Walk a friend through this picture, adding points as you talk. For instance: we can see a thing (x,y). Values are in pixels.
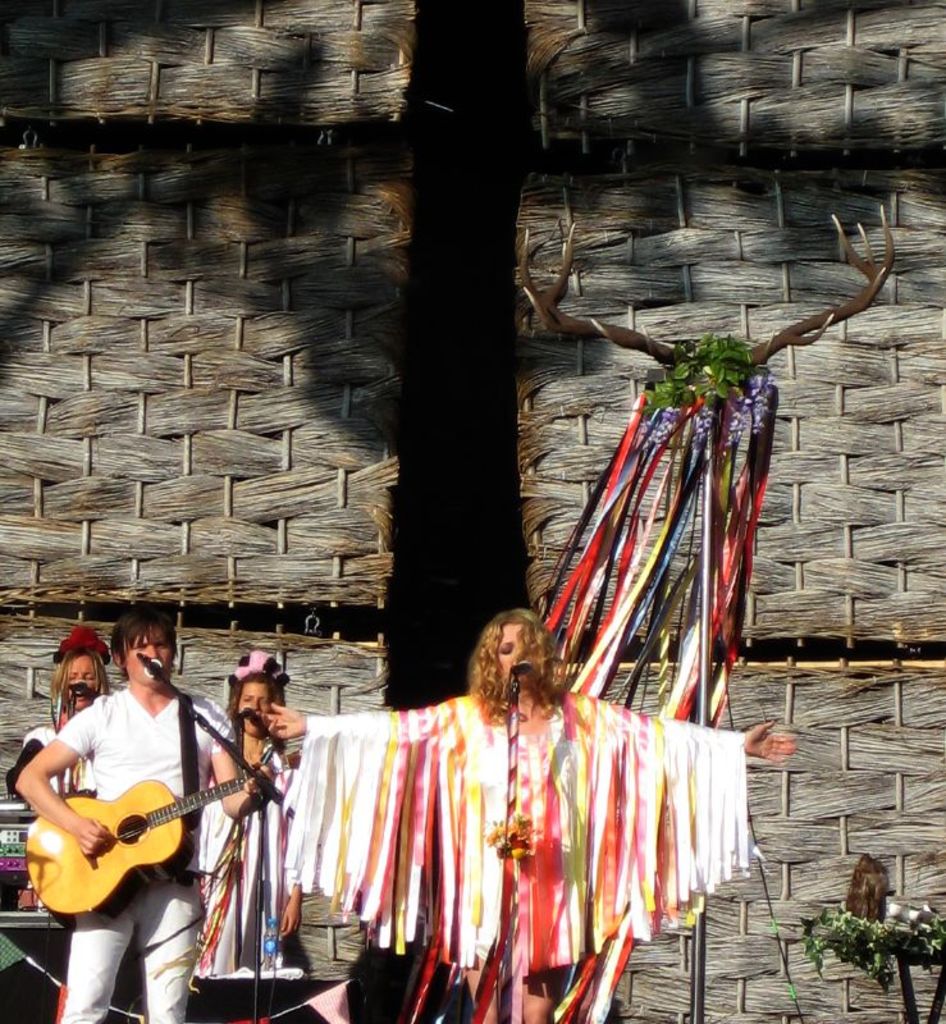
In this image there are four people (232,708), three people (272,726) are standing and singing and one person (109,773) is standing and playing guitar (172,808). At the backside of this person (582,783) there is a pole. At the right side of the image (849,942) there is a plant (909,936).
